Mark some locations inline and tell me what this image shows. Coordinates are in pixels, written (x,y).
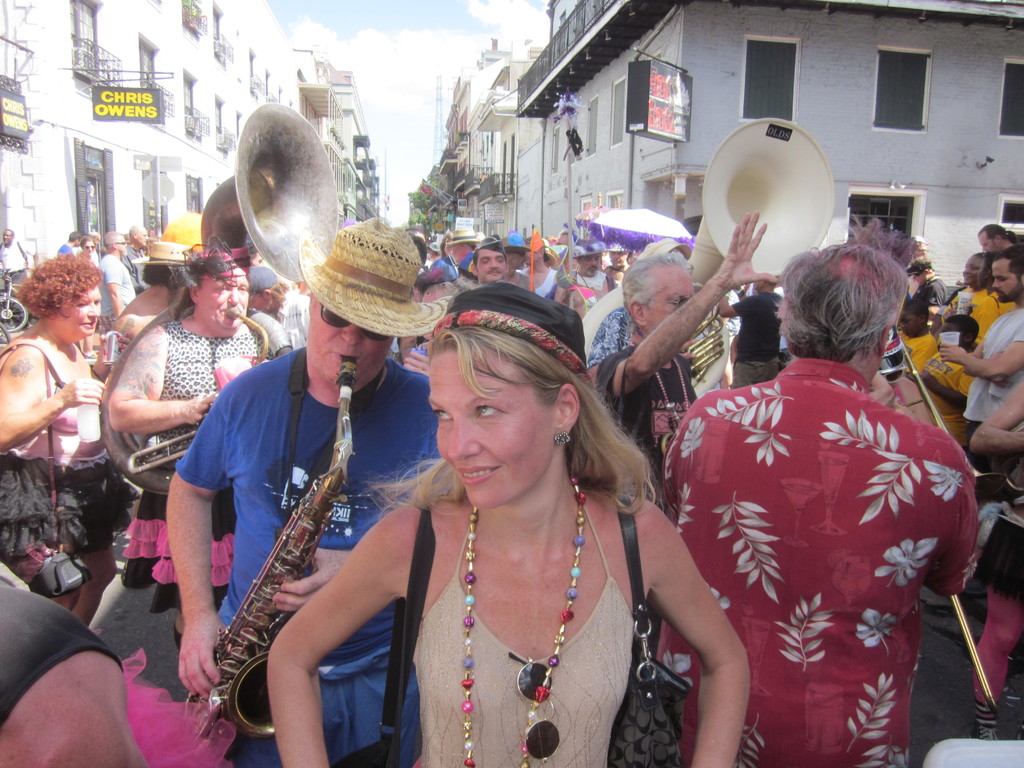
In this picture I can see group of people (540,416) standing, some people (240,330) holding the musical instruments (254,176), and there are boards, buildings (512,152), trees (425,213), and in the background (426,103) there is sky (388,110).
